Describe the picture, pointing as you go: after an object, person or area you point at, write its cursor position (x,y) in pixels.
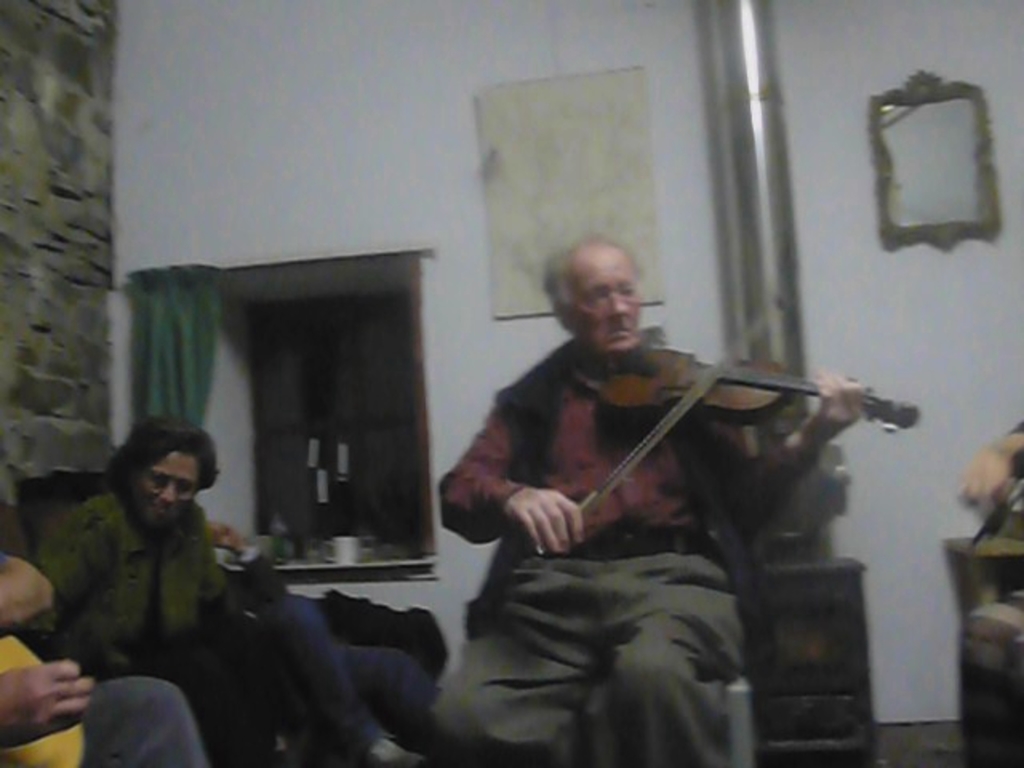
This image is taken indoors. In the background (285,186) there is a wall (405,192) with a window (413,331), a poster (526,287) and a mirror (926,88) on it. There is a curtain (166,349). There are a few things (272,544) on the shelf (366,571). On the left side of the image (165,754) two men (238,671) are sitting on the chairs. In the middle of the image (607,479) a man (647,626) is sitting on the chair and he is holding a violin (627,399) in his hands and playing music. There is a pillar (758,195). On the right side of the image (978,477) there is a person (1004,489).
